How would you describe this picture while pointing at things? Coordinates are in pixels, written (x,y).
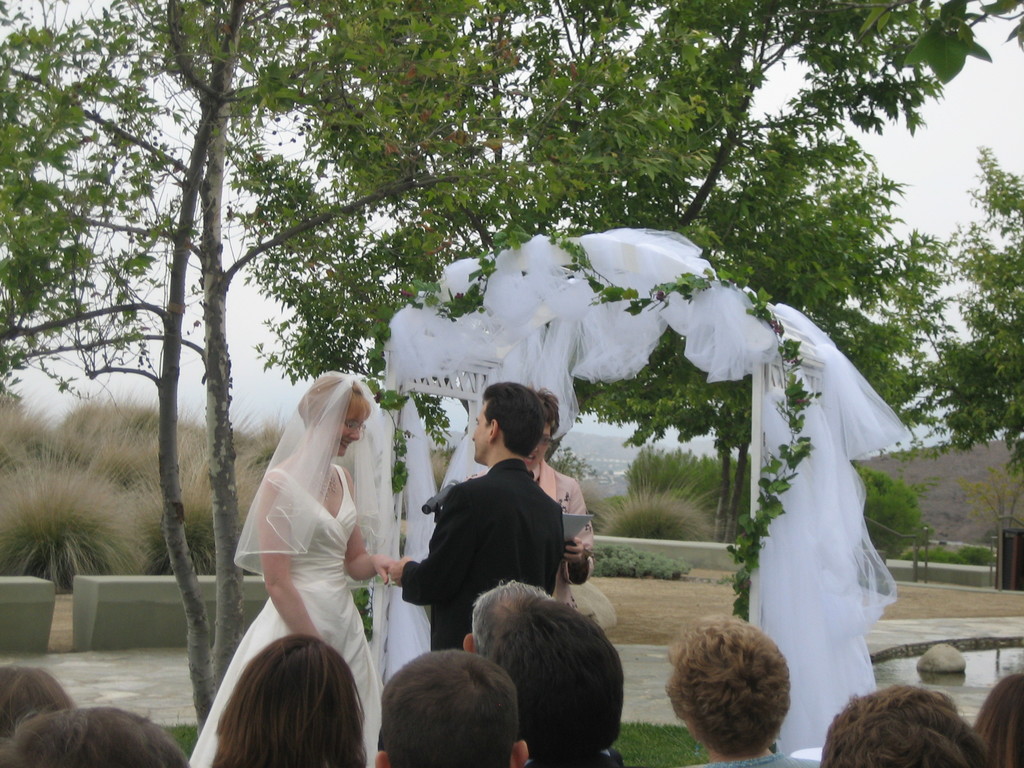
In this image we can see a man (455,555) and a woman (364,506) standing. We can also see a group of people (541,643) beside them. On the backside (774,526) we can see a roof (782,539) covered with a cloth (824,539) and leaves (748,545). We can also see some trees (304,282), plants (122,404) and the sky (136,351).
